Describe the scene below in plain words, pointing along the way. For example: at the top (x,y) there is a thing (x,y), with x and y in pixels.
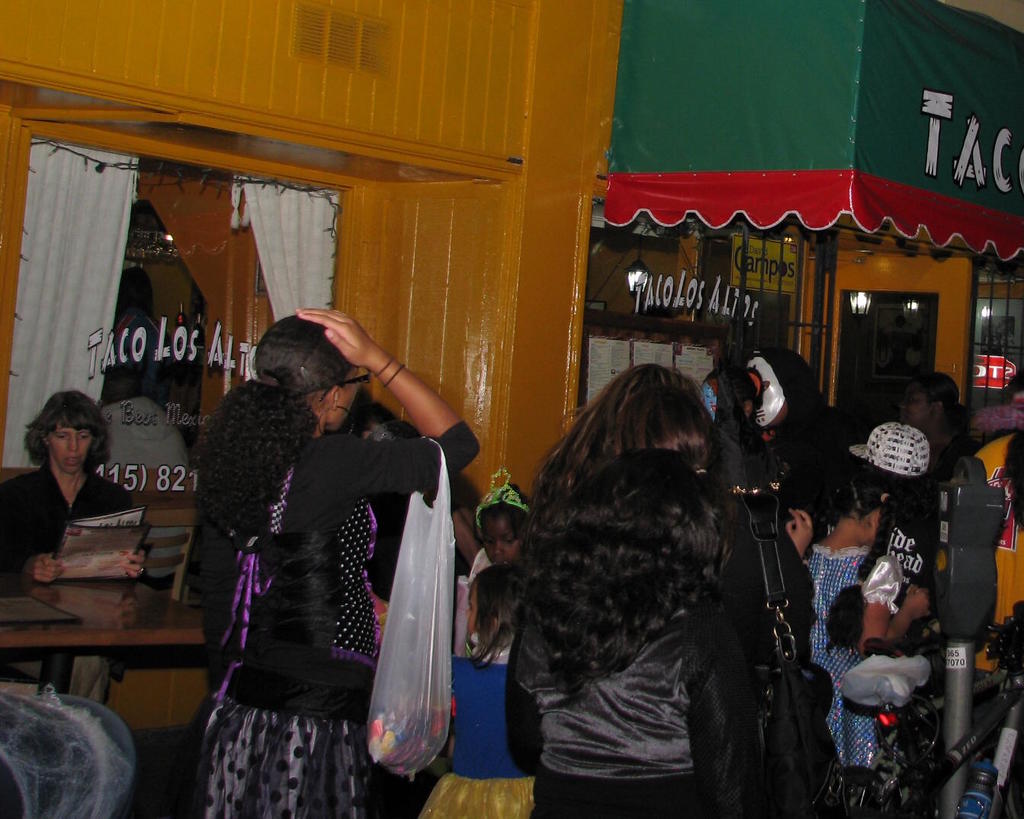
In this image in the foreground (830,618) there are some people (838,624) who are walking, and some of them are carrying bags (433,635). On the left side (91,483) there is one women (56,506) who is sitting, and she is holding a paper (106,555) and reading. In front of her there is one table (111,628), and on the bottom of the left corner (46,771) there is one chair (84,724), and in the background (491,311) there are some stores (749,291) and curtains (65,299) and some boards (900,173) and lights (330,231).
